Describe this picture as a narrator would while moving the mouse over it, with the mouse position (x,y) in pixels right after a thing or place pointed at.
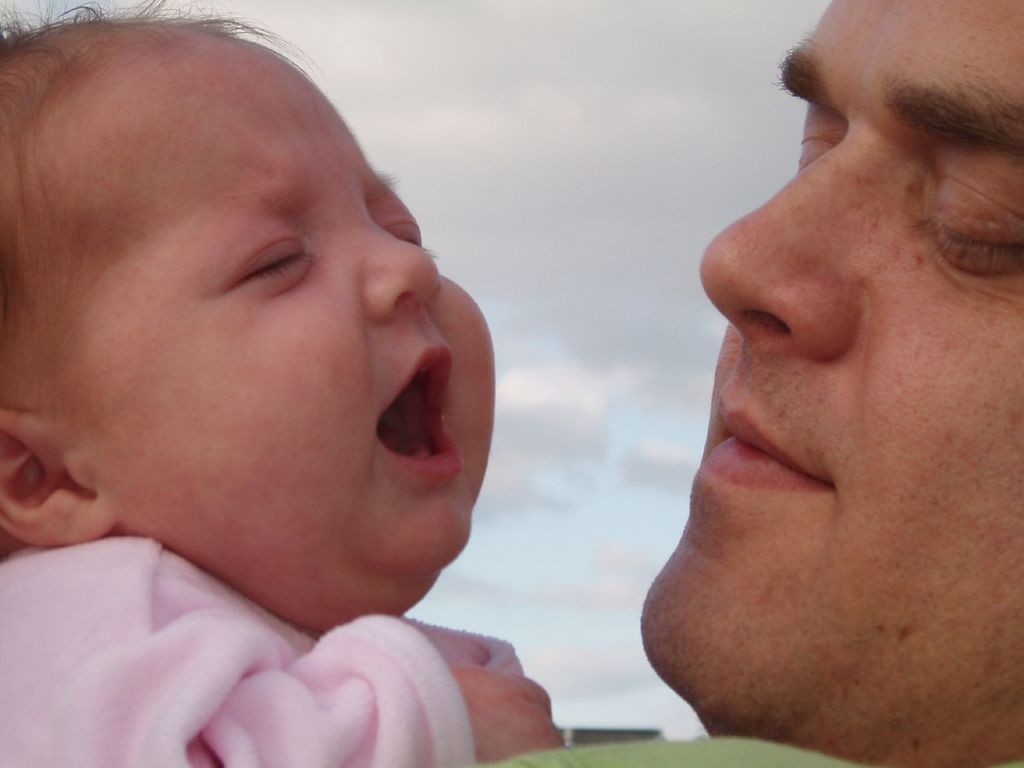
In this image we can see a man (848,479) and a baby (309,364). In the background (484,258) there is sky (583,452) with clouds (554,456).
